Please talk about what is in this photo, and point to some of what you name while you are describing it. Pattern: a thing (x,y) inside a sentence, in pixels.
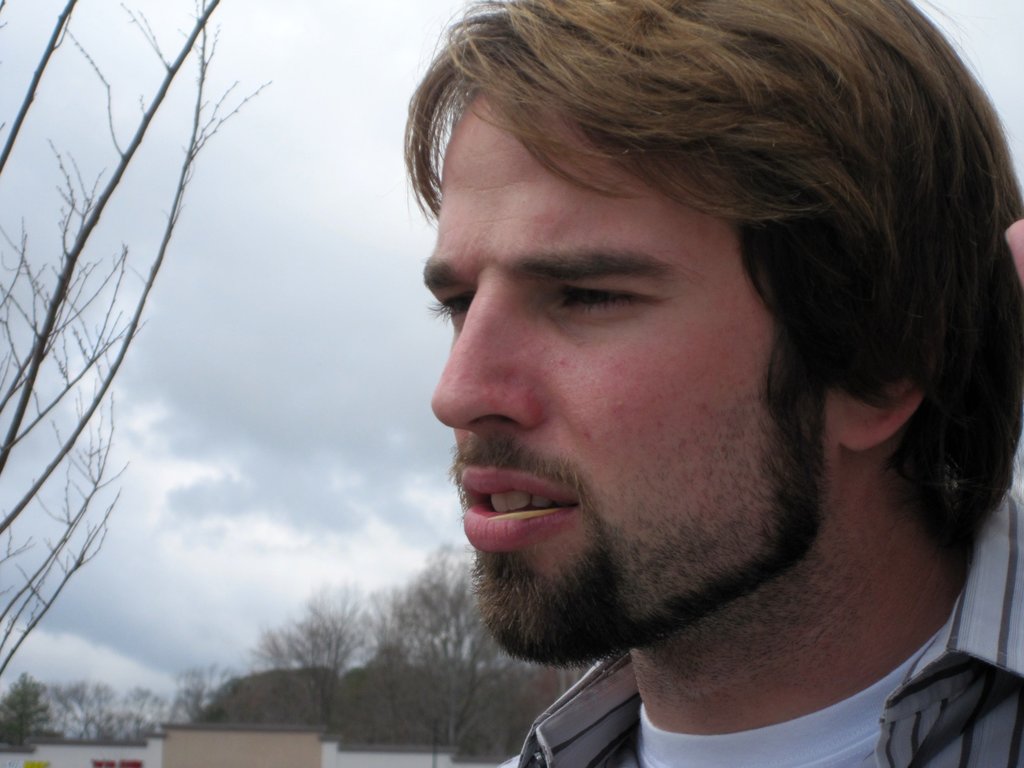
In the picture there is a man (664,96) only the head (630,117) of the man (688,654) is visible in the image and behind the man (655,729) on the left side (90,414) there is a dry tree (27,101) and in the background (454,666) there are many other trees (367,691).
